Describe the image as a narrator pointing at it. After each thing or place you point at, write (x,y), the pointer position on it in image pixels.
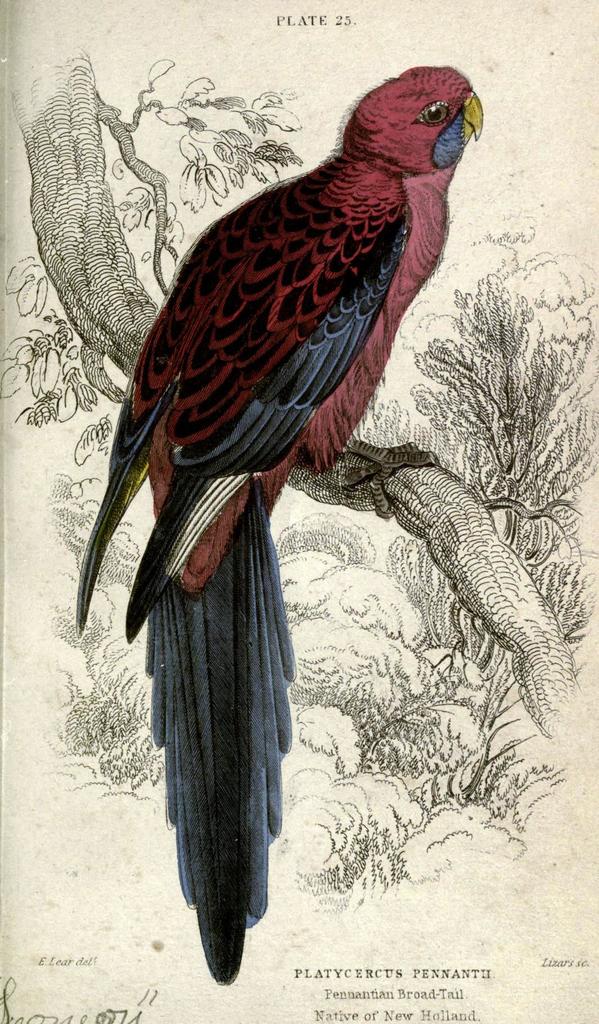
In this picture I can see a painting (282,513) where I can see a colorful parrot (238,247) on a branch (118,349) of a tree (555,707). In the background (361,560) I can see few plants (344,593). On the bottom side of this picture (41,1018) I see something is written and on the top of this picture (335,20) I see a word (308,23) and 2 numbers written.
